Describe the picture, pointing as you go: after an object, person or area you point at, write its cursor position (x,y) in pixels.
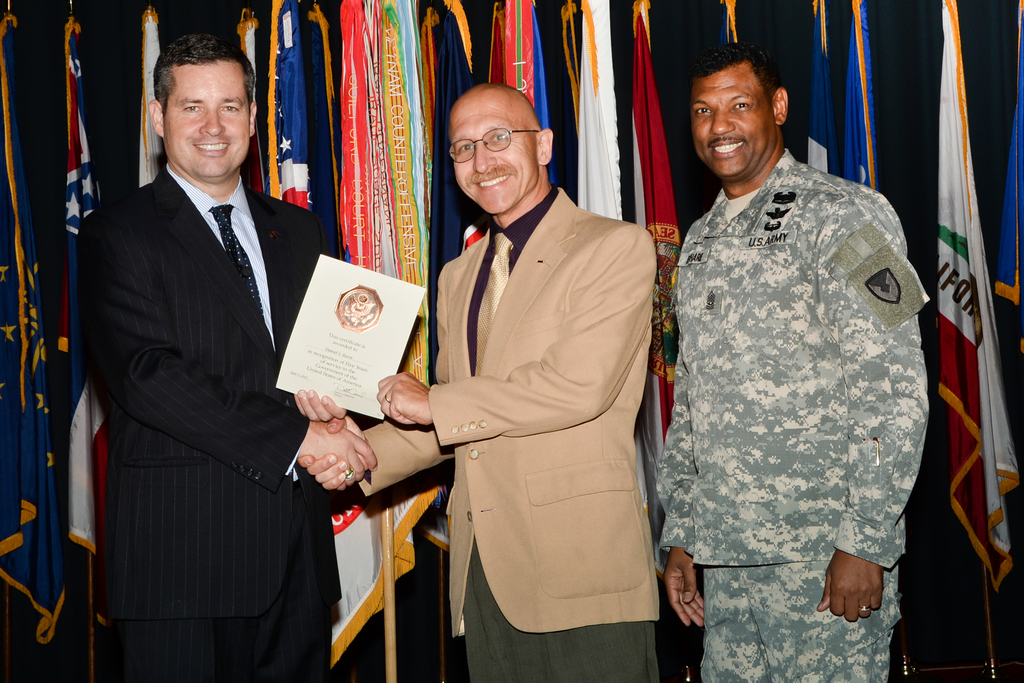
In this image in the foreground (221,329) there are three people (532,353) standing, and smiling two of them are holding a certificate (366,372) and they are shaking hands (350,453) with each other and in the background (23,397) there are some flags (382,151) and poles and it seems that there is a curtain (898,89).
